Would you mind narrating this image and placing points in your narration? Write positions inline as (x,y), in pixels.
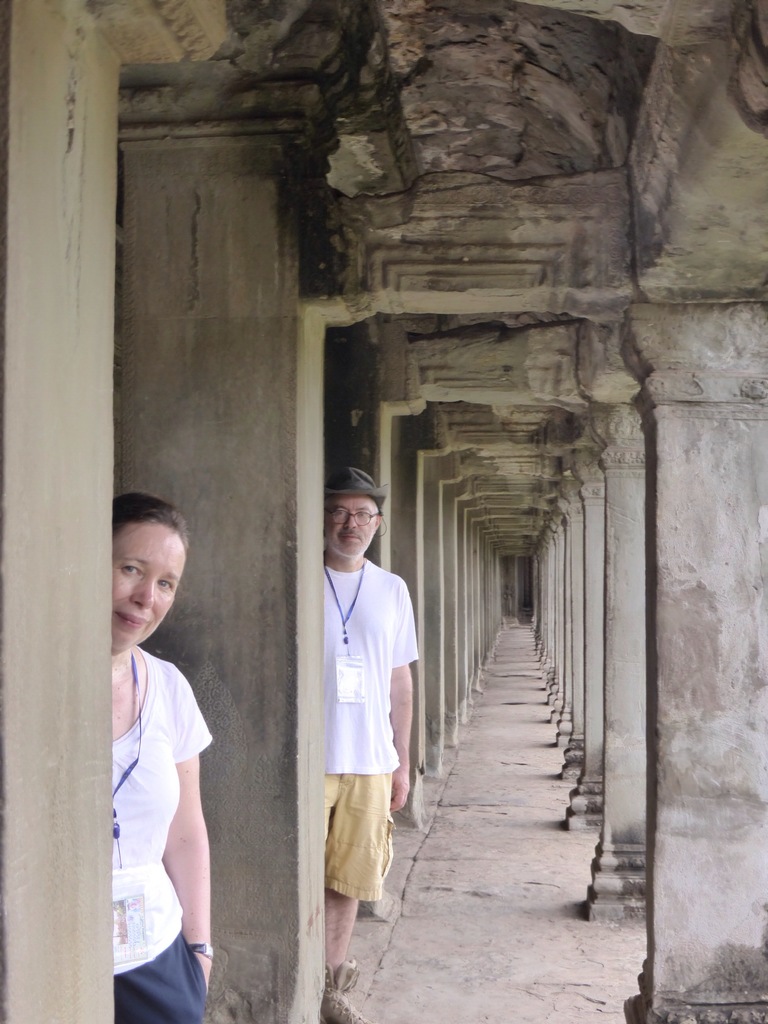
This picture describe about a woman (158,719) wearing white color t-shirt (152,836) standing and looking in the camera. Behind there is a man (402,725) wearing white color t-shirt (377,622) and brown shorts (371,813) looking in the camera. Behind we can see old archaeological temple (567,438) with many arch (502,428).
